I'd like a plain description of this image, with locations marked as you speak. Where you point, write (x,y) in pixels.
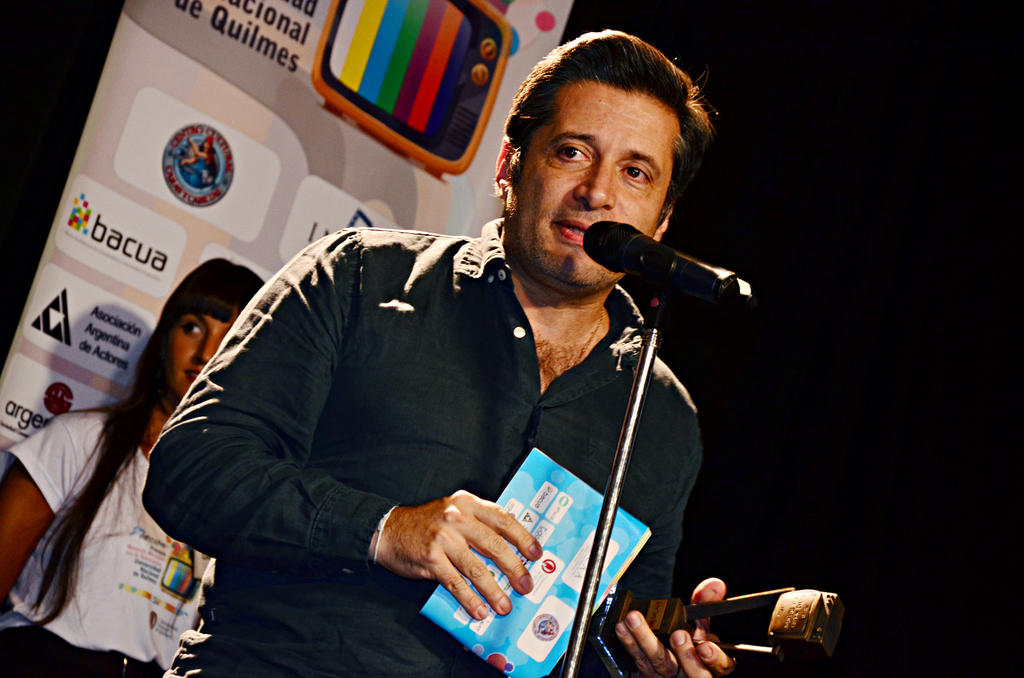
In this image we can see a person (365,384) holding something (665,629) in the hands (646,624). There is a mic (632,275) with mic stands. In the back (100,469) there's a lady (113,525). There is a banner (236,110) with text (97,313) and logos (424,69). In the background (848,243) it is dark.
